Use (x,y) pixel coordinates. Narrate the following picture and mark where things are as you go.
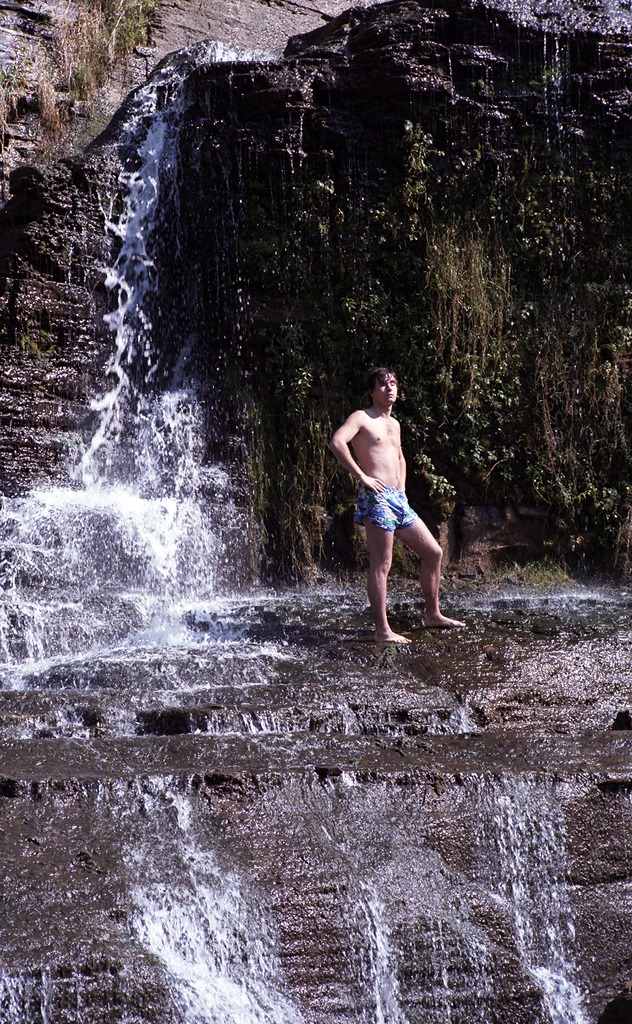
In this image, I can see a waterfall (160,661) and there is a person (370,553) standing on a rock (461,659). Behind the person (387,478), there are plants (444,322) to a hill (242,154).
